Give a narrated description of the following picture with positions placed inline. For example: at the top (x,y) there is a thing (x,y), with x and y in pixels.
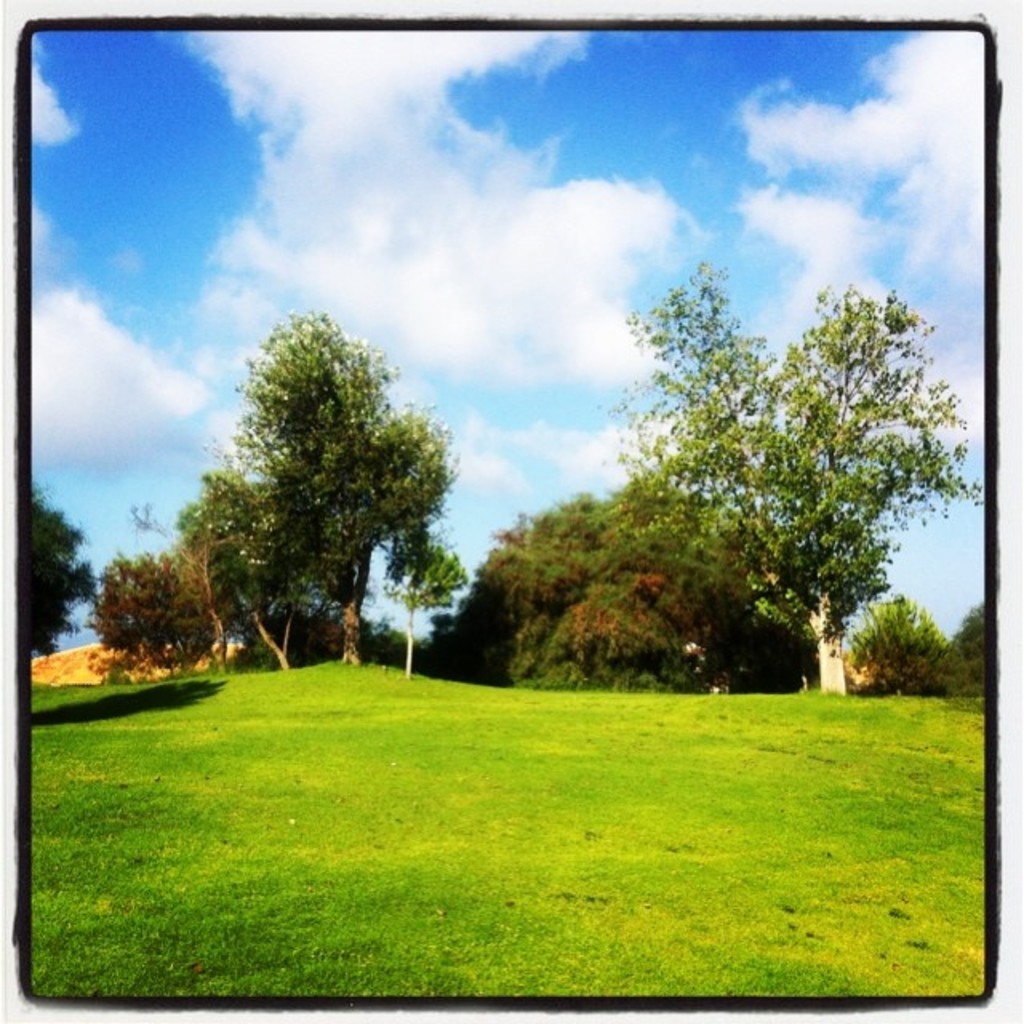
In this image we can see the trees (422,603), grass (190,774) and also the sky (421,170) with the clouds (978,44) and the image has borders (491,1013).
